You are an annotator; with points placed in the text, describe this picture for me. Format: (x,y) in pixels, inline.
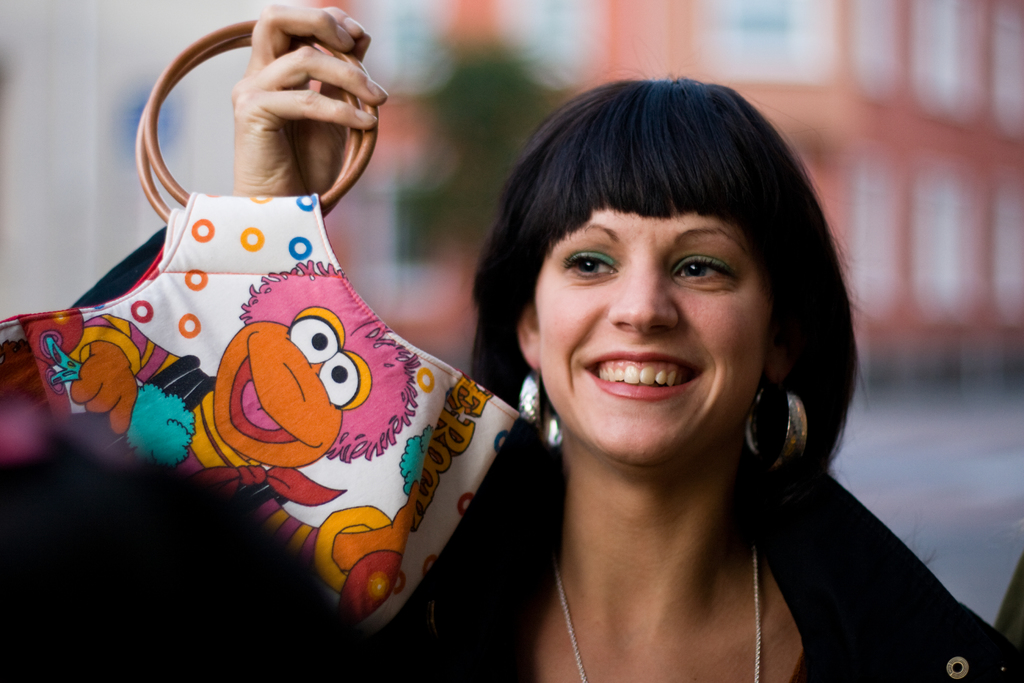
A woman (728,456) is seen laughing and holding a purse (321,356) in her hand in this image.
